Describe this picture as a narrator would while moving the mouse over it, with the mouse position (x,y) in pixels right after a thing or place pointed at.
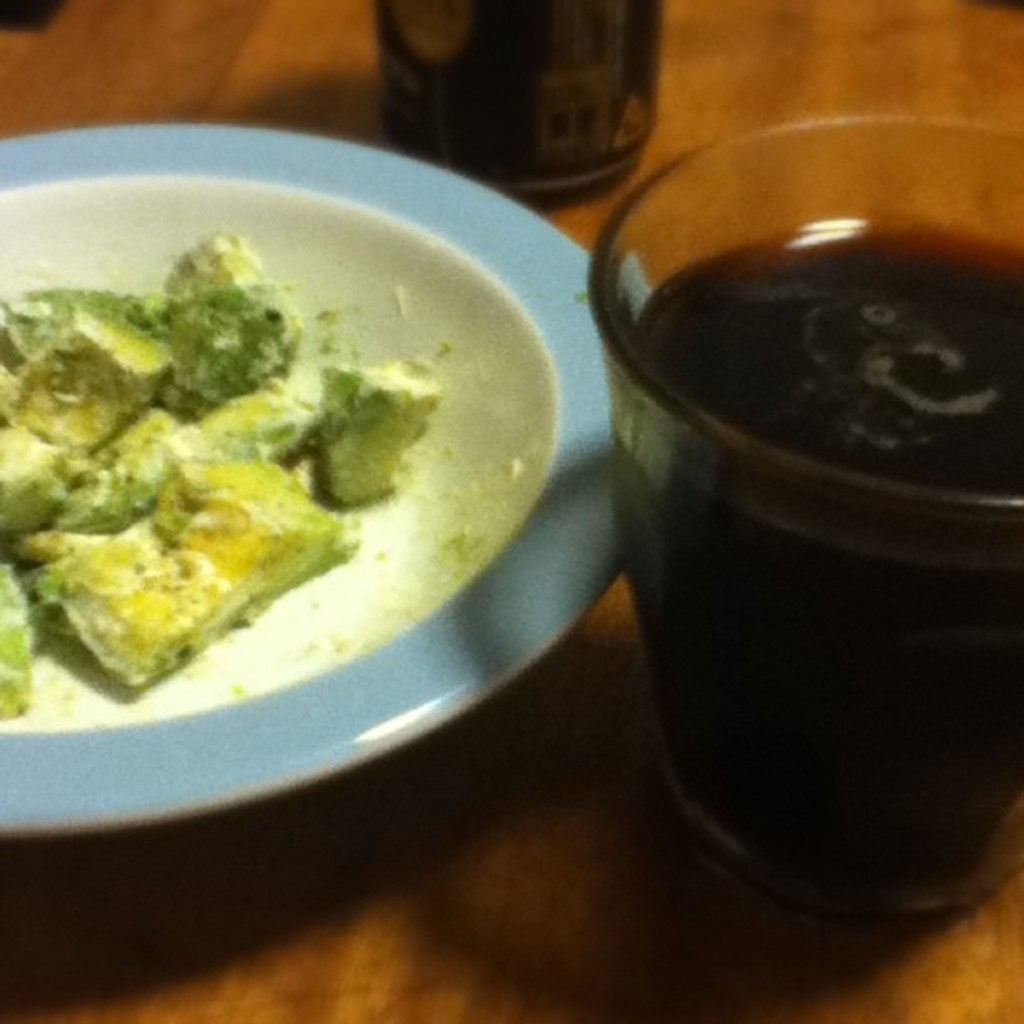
In this image there is food (270,558) on the plate (354,615) which is on the left (263,517) and there is a glass (653,272).
